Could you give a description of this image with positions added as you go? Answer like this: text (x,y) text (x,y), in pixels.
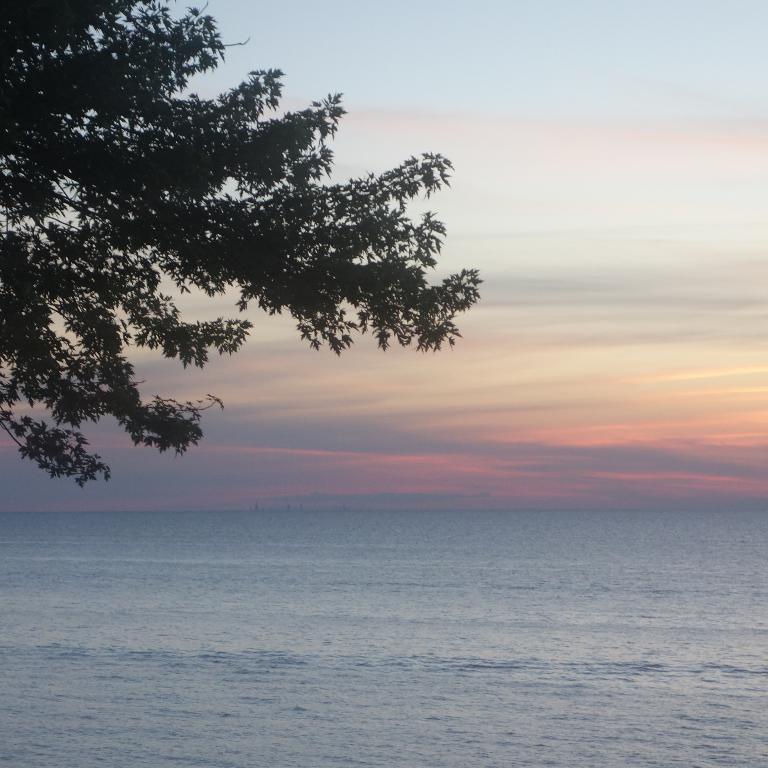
In the foreground of the image (454,553) we can see water body (382,640). In the middle of the image (481,508) we can see a tree (373,238) and the sky (515,436). On the top of the image (393,78) we can see the sky (520,125).
